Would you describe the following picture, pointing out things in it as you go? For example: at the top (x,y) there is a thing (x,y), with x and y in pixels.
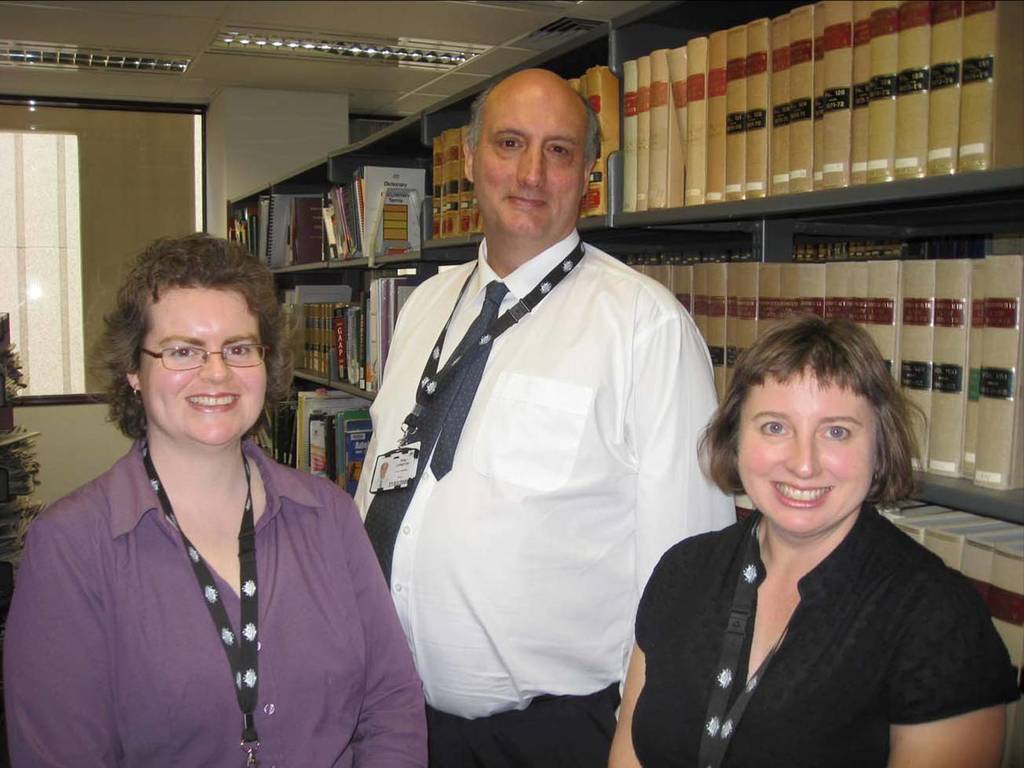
In this picture there are three persons (500,599) standing and there are bookshelves (744,235) behind them.
